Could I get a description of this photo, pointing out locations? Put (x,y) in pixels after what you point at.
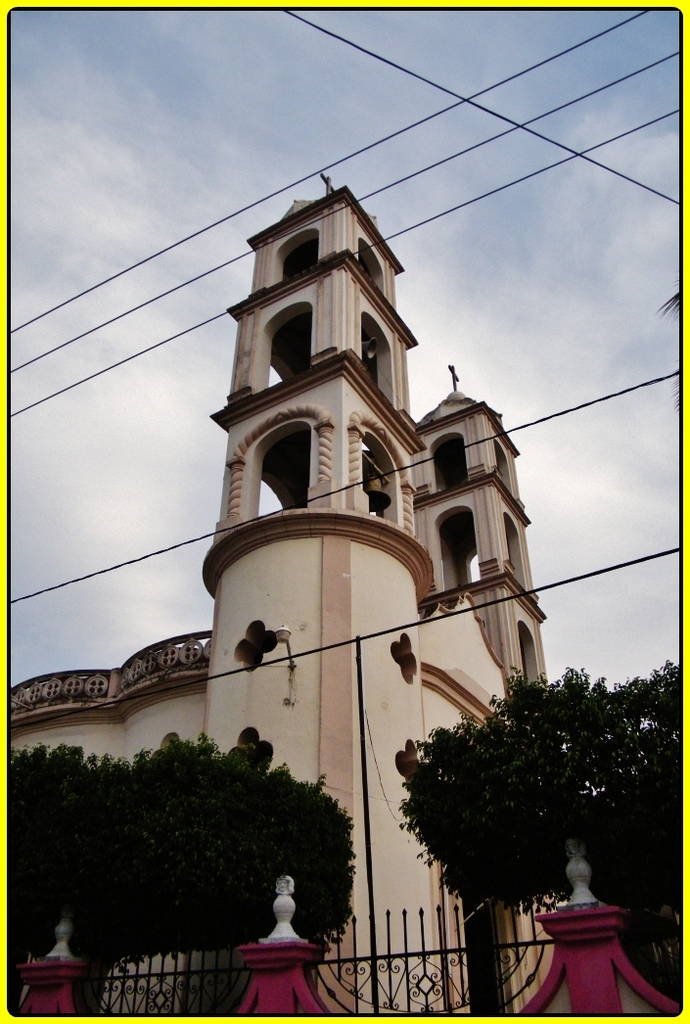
There is a building (353,666). On that there are arches (313,464). In front of the building (389,469) there are trees (495,753) and railings (542,948) with pillars (310,964). Also there are some wires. In the background (535,492) there is sky (133,433).
